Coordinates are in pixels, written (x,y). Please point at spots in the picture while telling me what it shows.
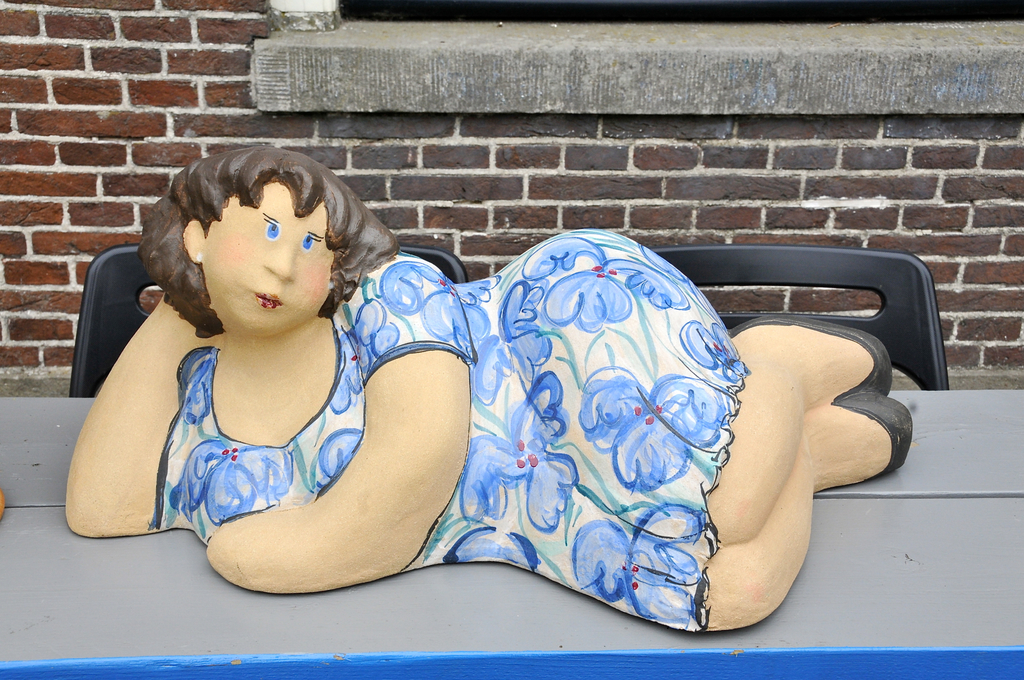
We can see statue (428,327) of a woman (200,272) on the table (179,601) and we can see chairs (808,258). In the background (324,134) we can see wall (167,25).
